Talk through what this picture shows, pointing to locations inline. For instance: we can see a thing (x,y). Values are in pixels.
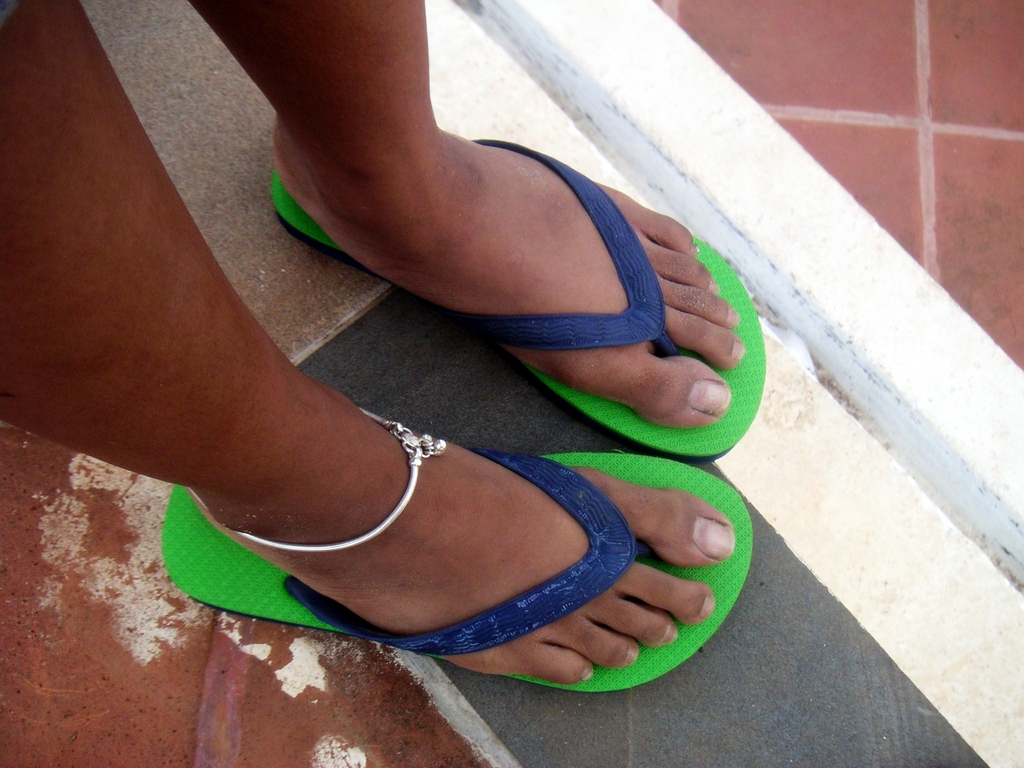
A person (589,631) is wearing slippers (755,382) and an anklet (402,513).
